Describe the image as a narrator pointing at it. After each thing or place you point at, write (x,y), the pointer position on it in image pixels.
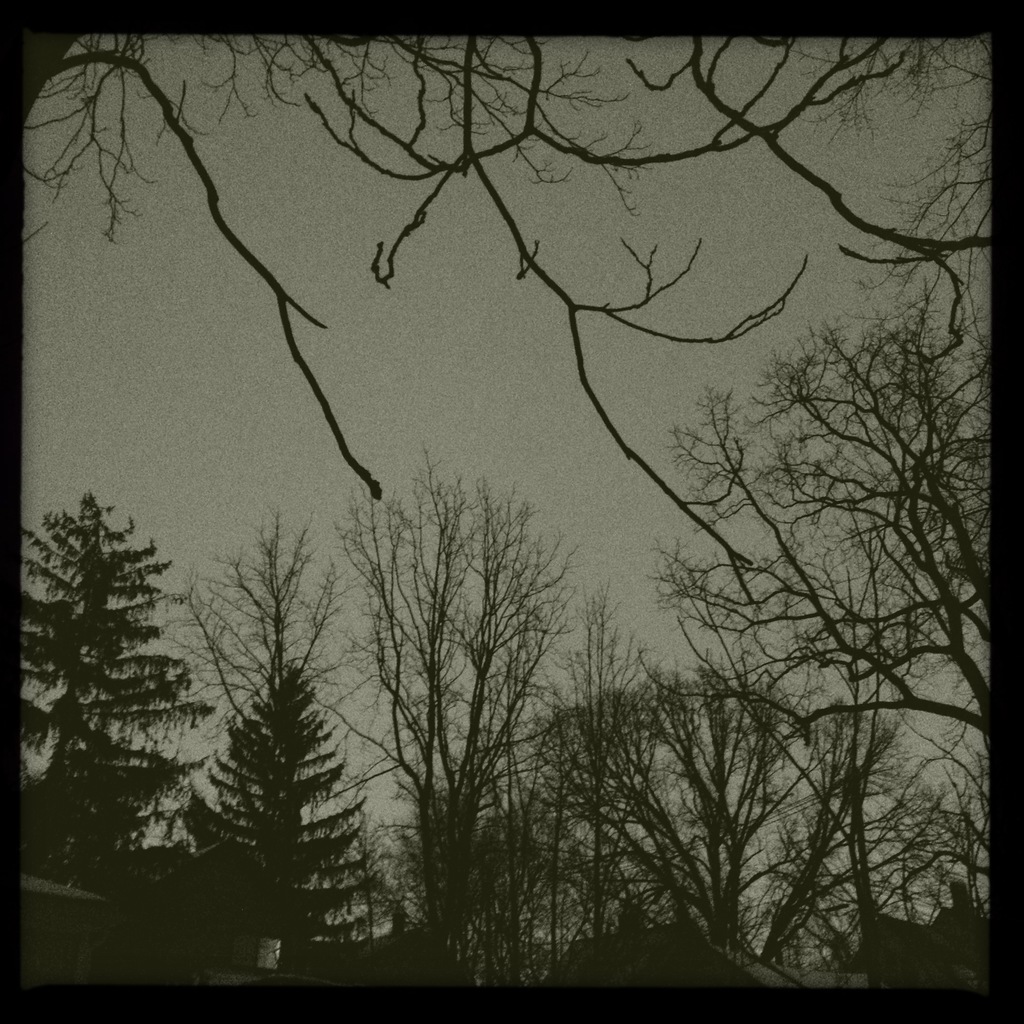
This is a black and white image. In this image we can see some houses (394,946) with roof (670,955), a group of trees (720,871) and the sky (170,498).
